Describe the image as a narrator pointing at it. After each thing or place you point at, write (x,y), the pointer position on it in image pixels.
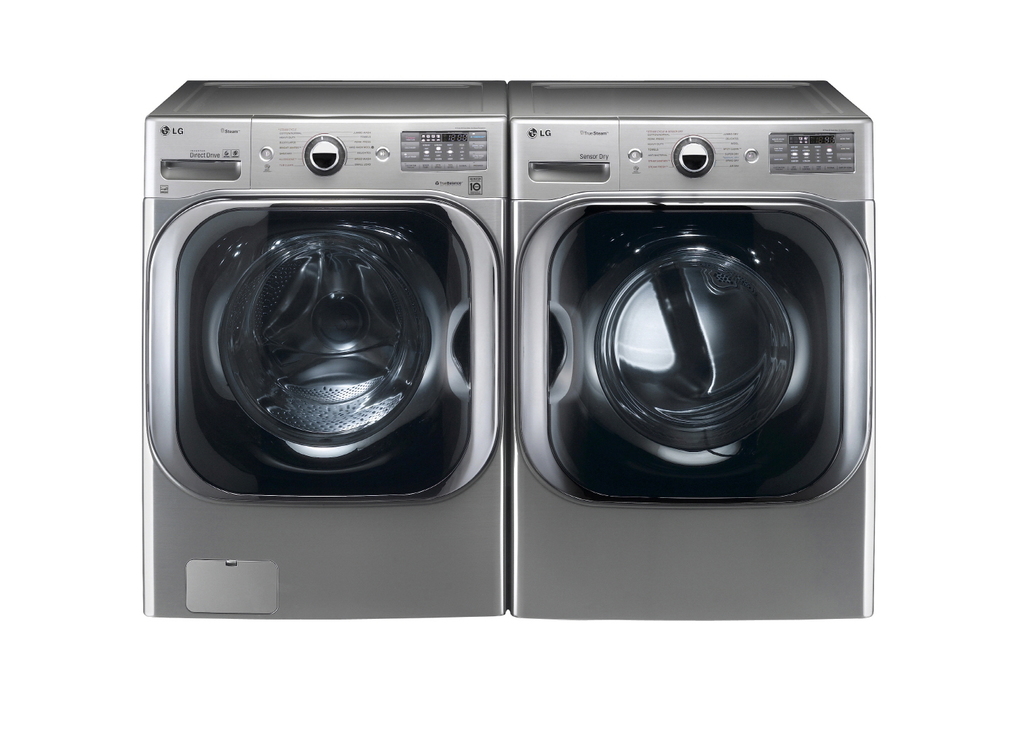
In this image we can see two washing machines (377,390). In the background (62,424) it is white.
